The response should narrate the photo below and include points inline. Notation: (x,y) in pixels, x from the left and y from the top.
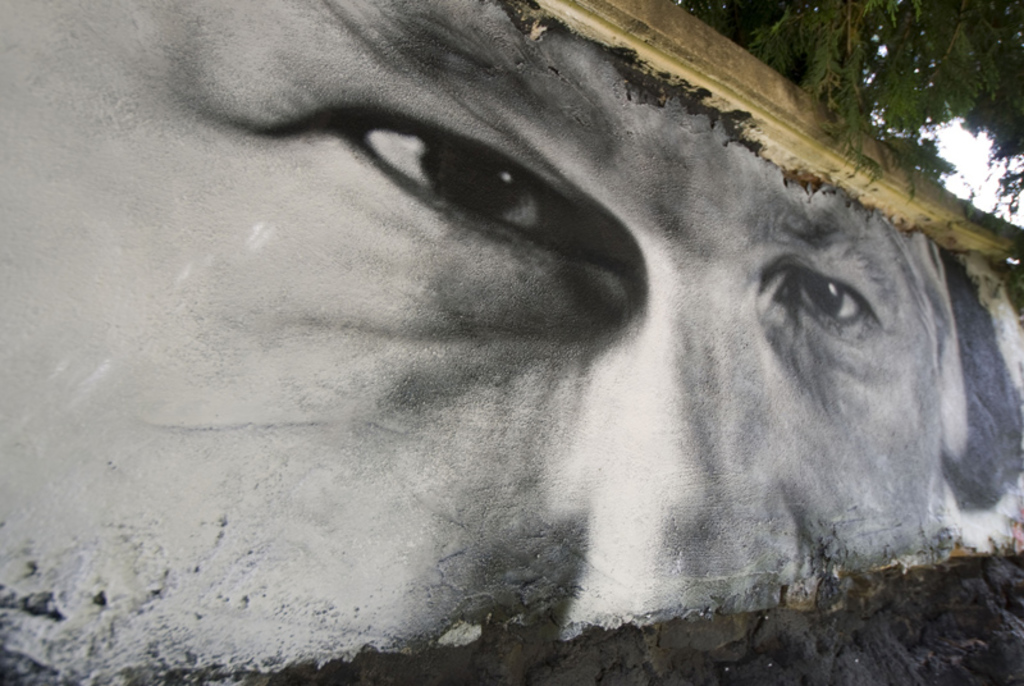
It is a wall (366,186) and there is a painting (466,515) of a man's eyes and nose (678,510) on the wall (798,98), behind the wall (795,446) there is a tree (947,78).
